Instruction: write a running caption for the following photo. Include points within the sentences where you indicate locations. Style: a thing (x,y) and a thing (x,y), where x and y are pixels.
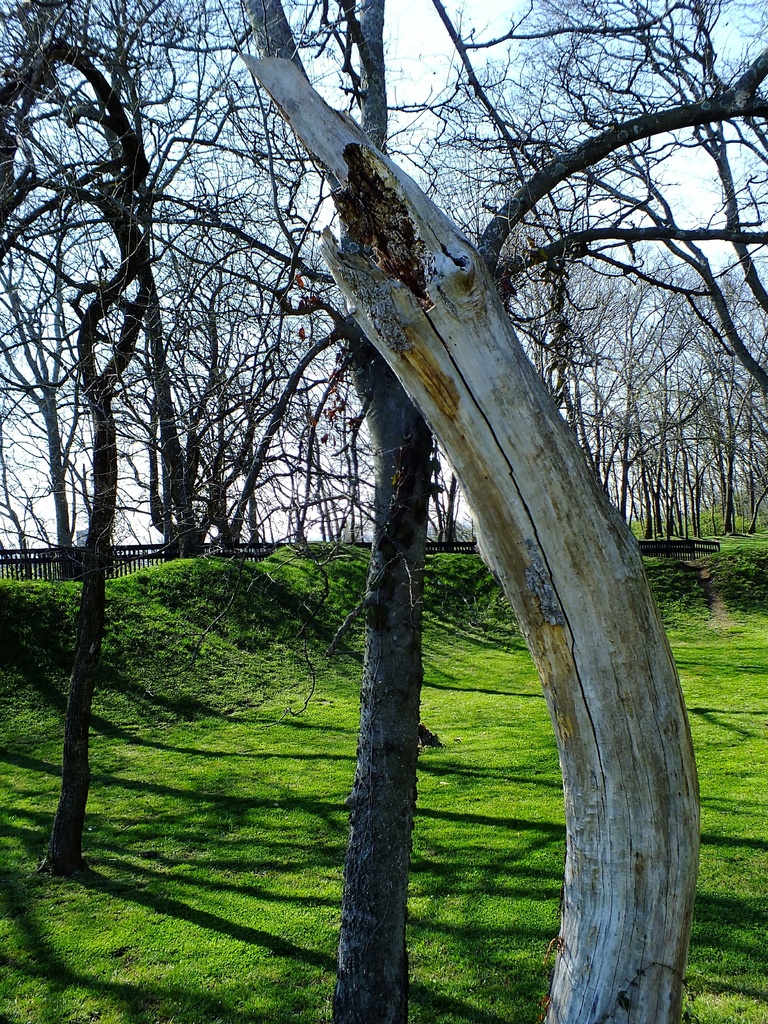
In the image we can see the ground (340,817) is covered with grass (487,890) and there is a dry tree trunk (563,695). There are dry trees (237,538) and behind there is an iron fencing (30,576).
